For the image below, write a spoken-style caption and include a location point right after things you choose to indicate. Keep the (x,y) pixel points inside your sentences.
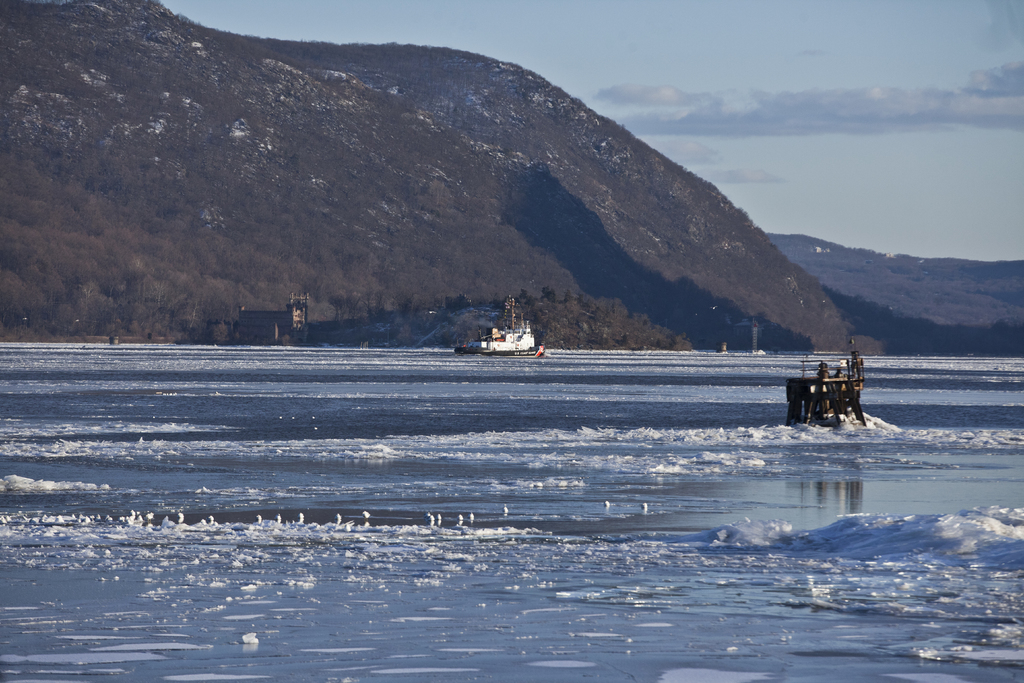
In this image there is a ship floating on the water (481,372) behind it there are mountains (926,285).
